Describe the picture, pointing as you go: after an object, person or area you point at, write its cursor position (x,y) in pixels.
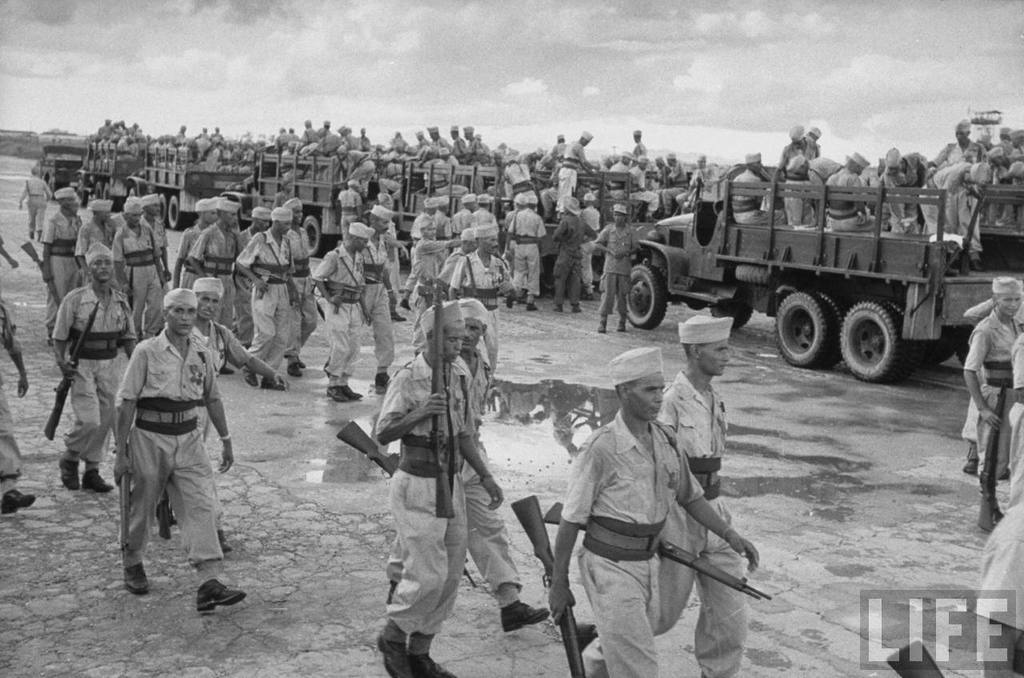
This image consists of many persons (621,206). In the background (885,253), we can see the trucks (726,259). Many are holding the guns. At the bottom (307,640), there is ground (336,634). At the top (728,75), there are clouds (494,79) in the sky (434,91).
